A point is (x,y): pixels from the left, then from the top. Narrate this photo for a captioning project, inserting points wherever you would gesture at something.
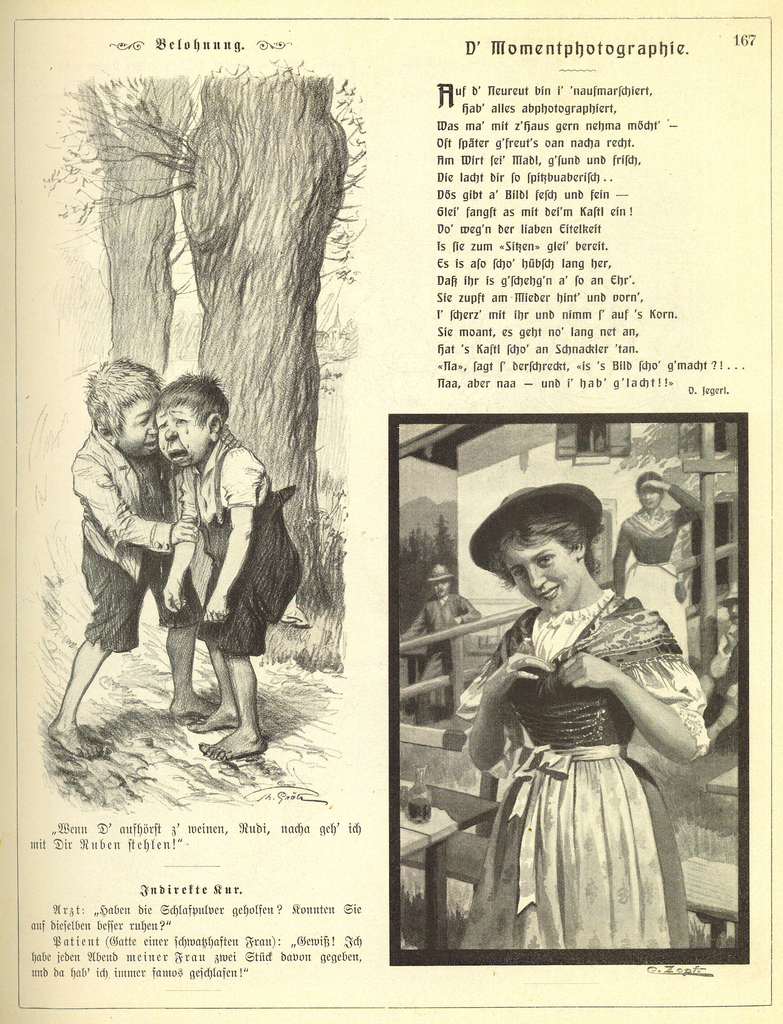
In this image there is a paper (254,333). In the paper (377,302) there is a passage (594,196). At the right bottom (583,718) there is a girl (526,666). On the left side (152,453) there are two persons (177,549) and a tree (294,364).
